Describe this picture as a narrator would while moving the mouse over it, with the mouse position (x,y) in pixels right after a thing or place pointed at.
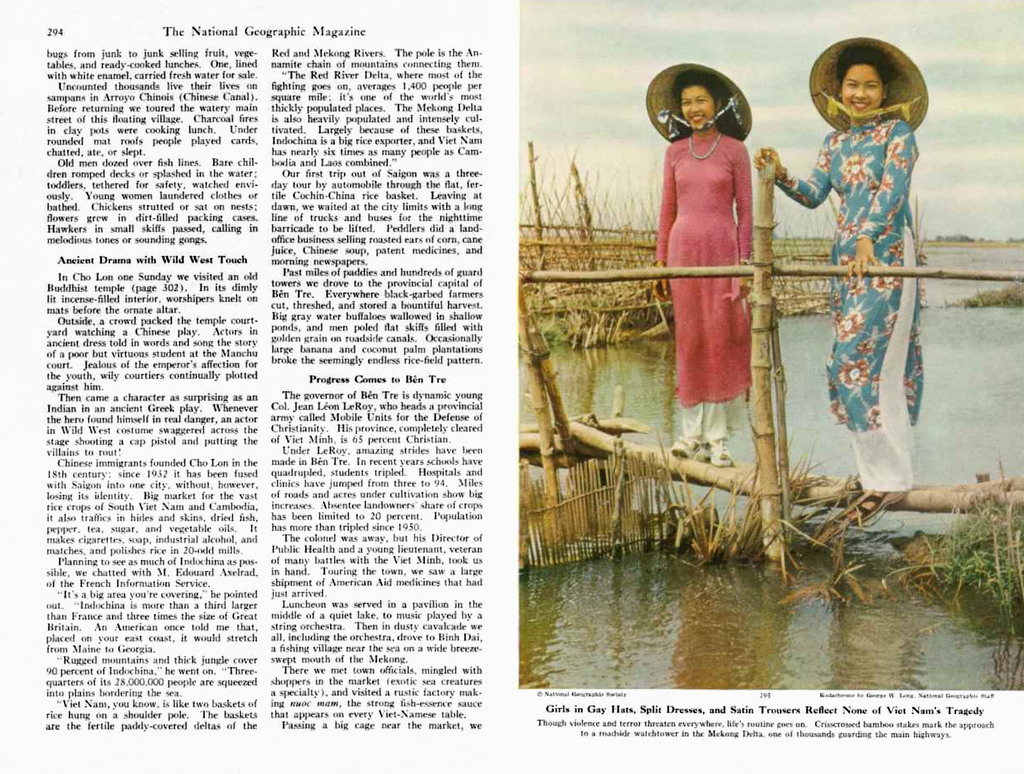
This is an article and on the right (705,182), we can see two ladies (883,211) standing on sticks (778,479) and wearing hats (661,110). At the bottom (749,621), there is water (752,604) and on the left (240,145), we can see text (291,547).
